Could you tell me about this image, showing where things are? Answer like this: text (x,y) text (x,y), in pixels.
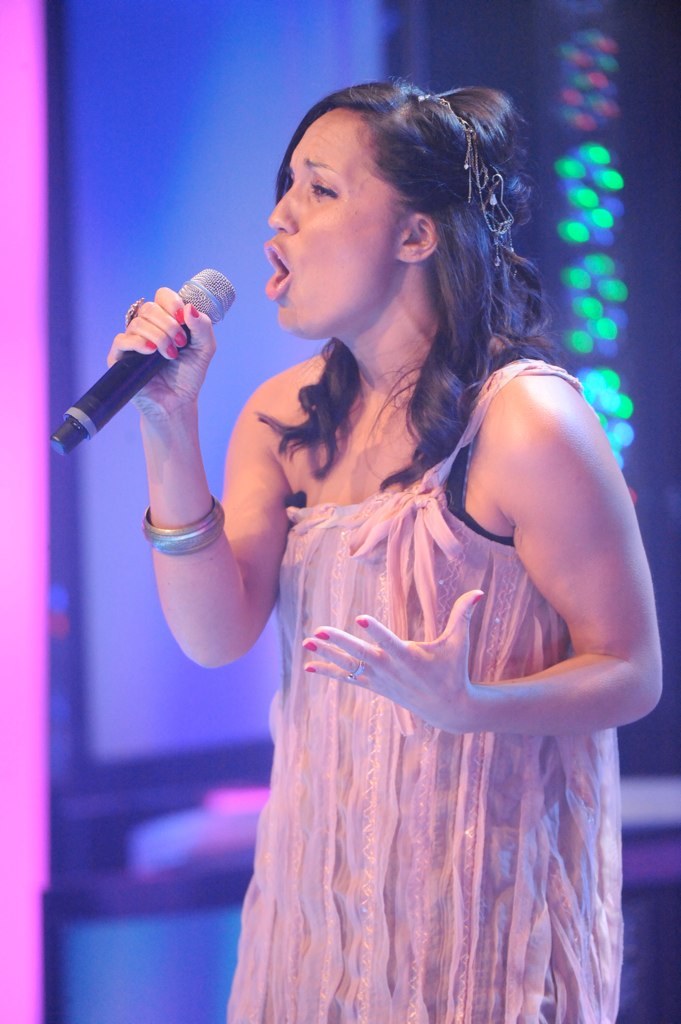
In this image one lady (492,555) is singing, as her mouth (276,285) is open. She is holding one mic (92,407). She is wearing a pink dress (488,857). In the background (173,161) there is light (591,80).
